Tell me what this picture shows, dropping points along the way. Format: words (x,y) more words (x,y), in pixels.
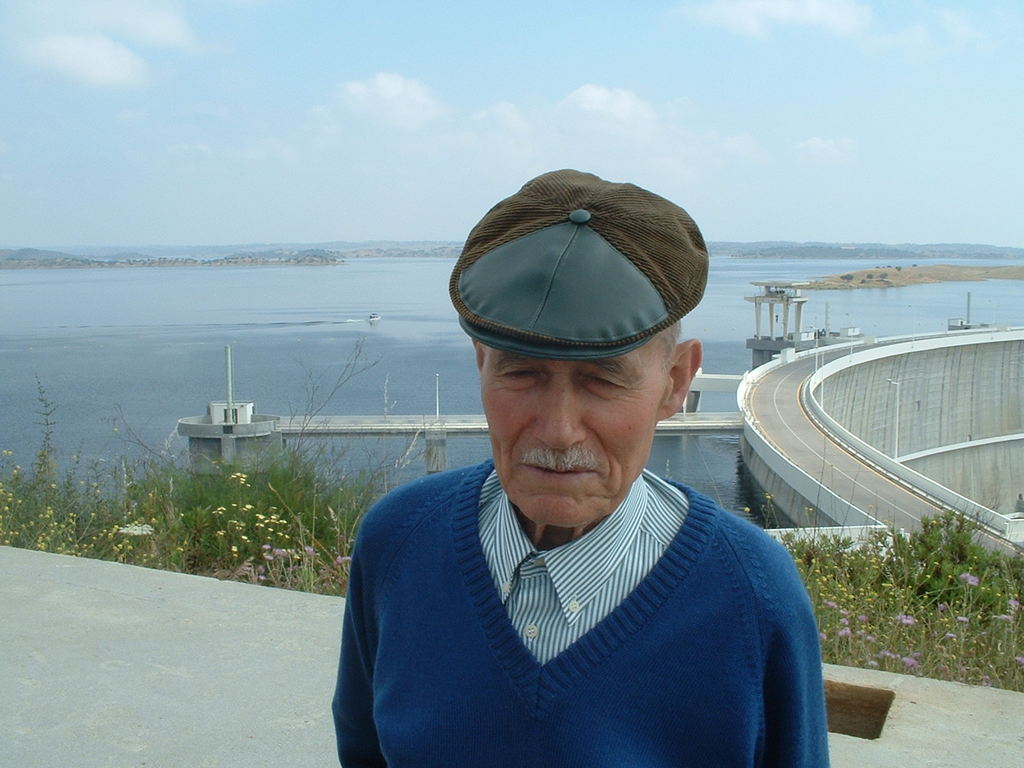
In this image there is a man (546,688) standing, in the background (337,496) there are plants (927,554), road (799,417) and a river (107,336) and there is the sky (373,110).
